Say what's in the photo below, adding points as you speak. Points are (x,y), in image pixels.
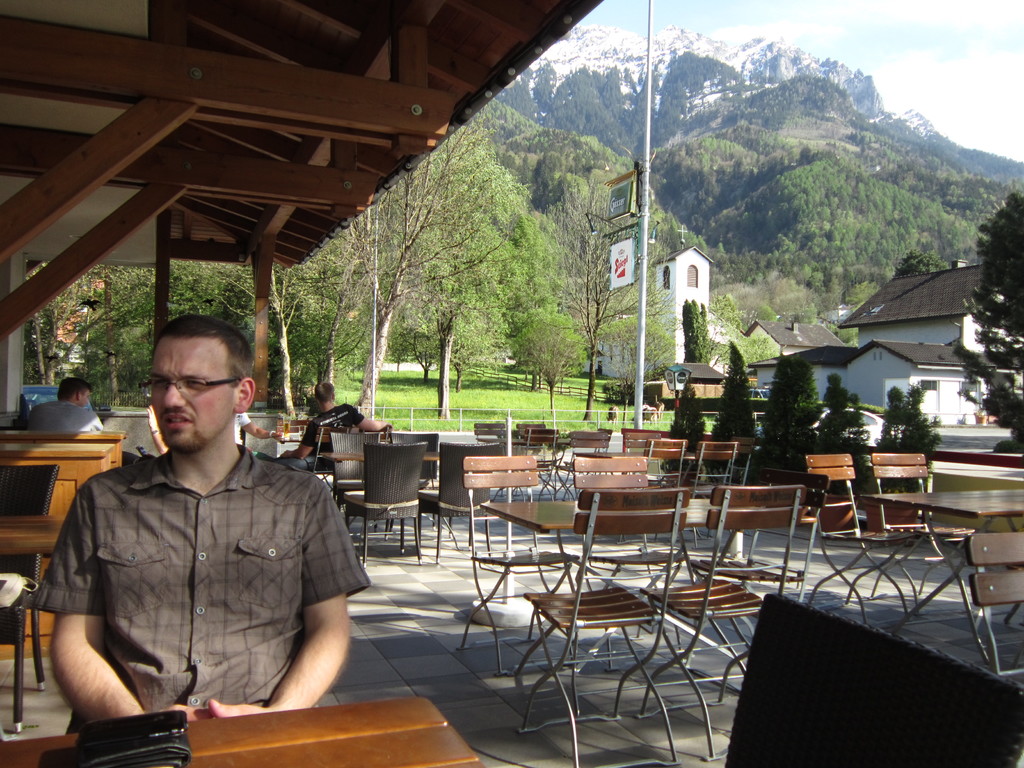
This is the picture of the outside of the hotel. He is sitting in a chair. There is a purse (182,723) on a table (190,728). We can see in the background (506,319) there is a tree (487,306), sky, mountain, name poster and houses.
